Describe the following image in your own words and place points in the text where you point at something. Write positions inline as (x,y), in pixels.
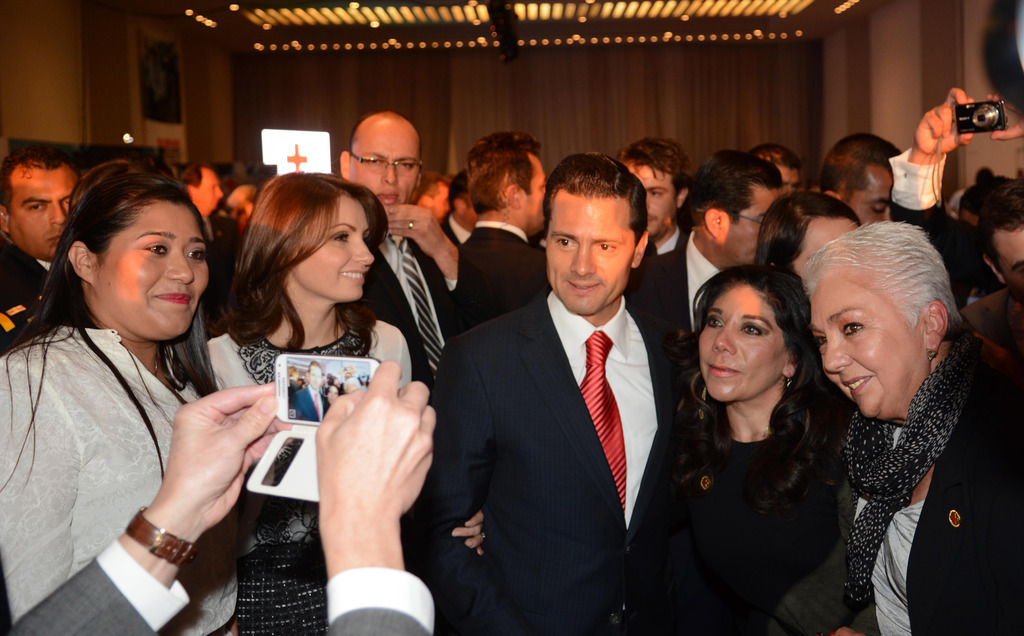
In front of the picture, we see four women (396,353) and a man (665,435) are standing. They are smiling and they are posing for the photo. In front of the picture, we see the hands (345,523) of the person (170,594) holding the mobile phone (306,386) and he is clicking photos with the mobile phone (314,401). Behind them, we see many people (457,182) are standing and we see the hands (947,141) of the person (928,115) holding the camera (968,118). In the background (504,104), we see a wall (398,85) and the projector screen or a board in white color. At the top (334,4), we see the ceiling (421,46) of the room (543,74).
